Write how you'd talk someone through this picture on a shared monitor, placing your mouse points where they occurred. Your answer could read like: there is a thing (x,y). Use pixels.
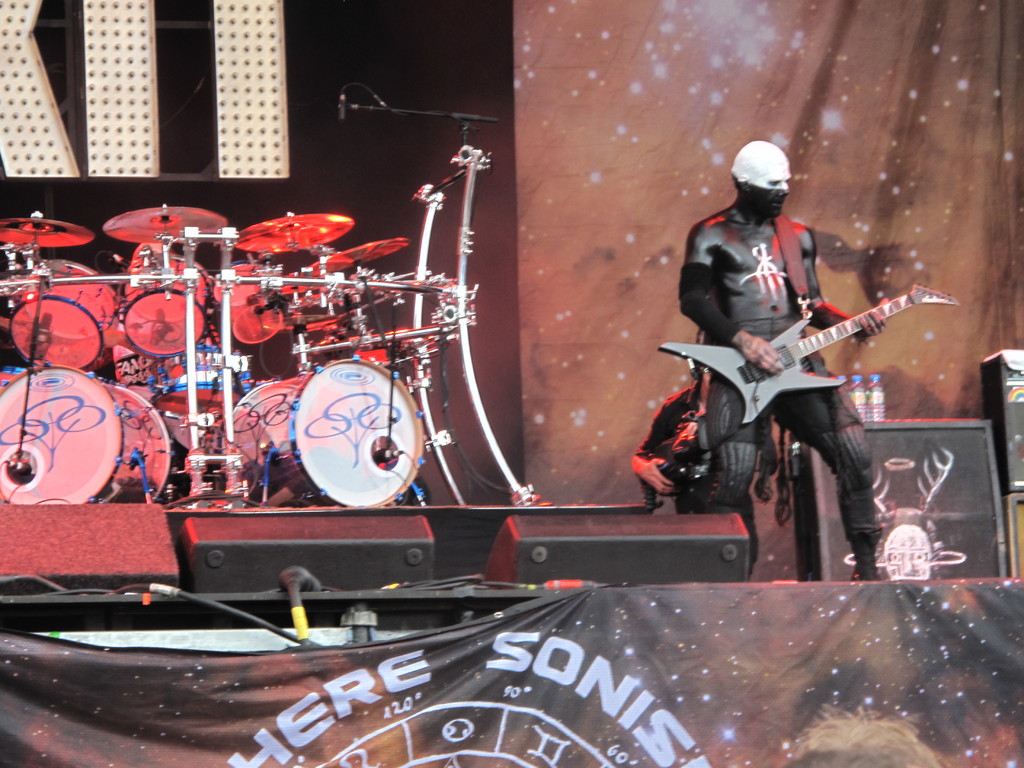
This is a stage (322,610). On the stage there is a person (735,324) playing guitar (752,388). Also there are drums (316,332) and speakers (384,523). Also there is a wall (646,115). There is a mic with mic stands (470,120). There are bottles (877,389) on a box (915,488). There is a banner (612,705). Also there is a person (684,447) in the back (666,459).
